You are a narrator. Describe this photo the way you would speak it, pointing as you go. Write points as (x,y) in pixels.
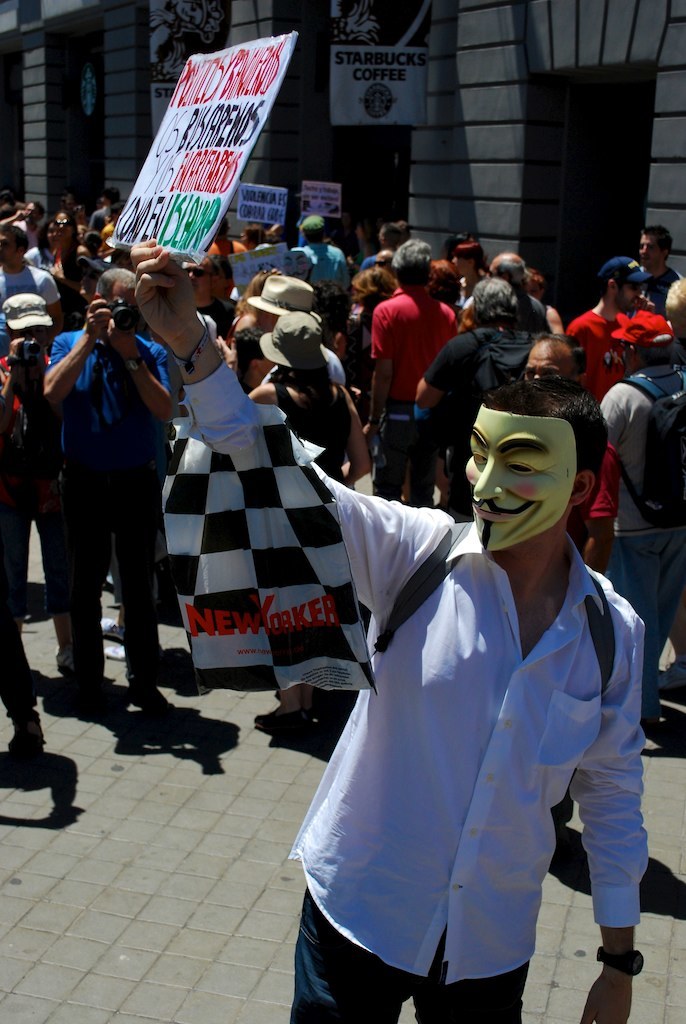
This image consists of many people (110,298) standing on the road (140,903). At the bottom (145,898), there is a road (191,837). In the front (533,832), there is a man (471,659) wearing a mask (516,497) and holding a placard (198,253). In the background (370,94), we can see a building (489,93).
